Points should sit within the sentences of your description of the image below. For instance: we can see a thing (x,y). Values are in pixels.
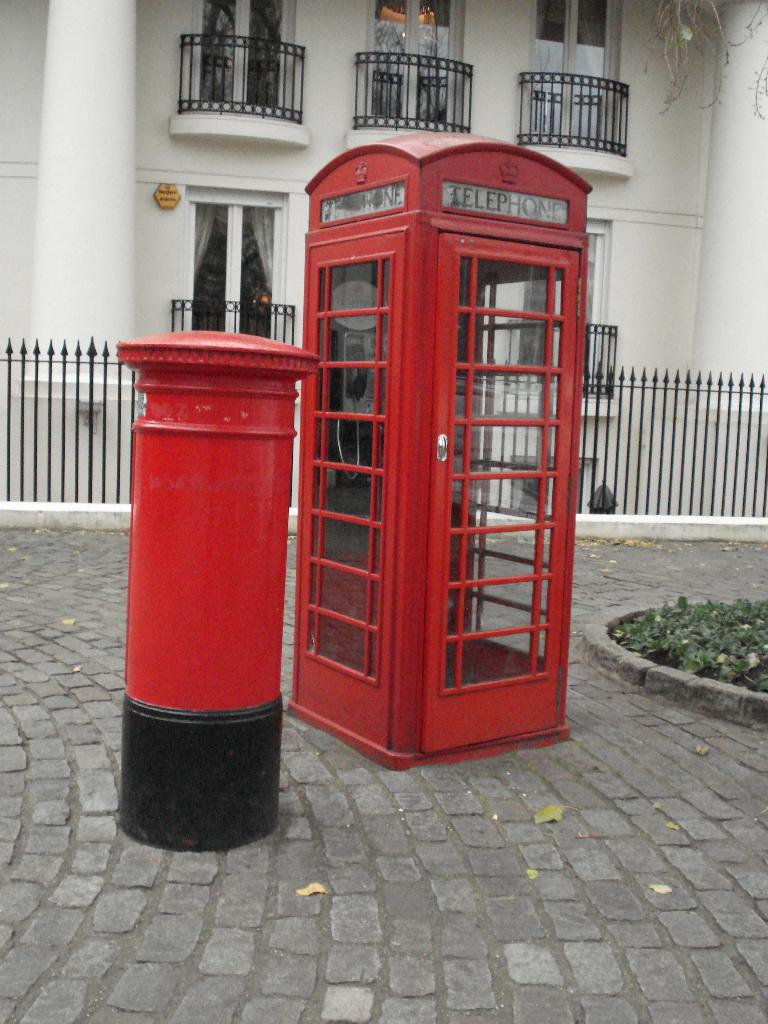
This image consists of a post box (231,350) and a telephone booth (461,576) in red color. At the bottom (395,971), there is a road (637,910). On the right (671,646), we can see small plants (682,666). Behind the telephone booth (460,427), there is a fencing (711,515). In the background (628,272), there is a building (548,156) along with pillars (41,146).
